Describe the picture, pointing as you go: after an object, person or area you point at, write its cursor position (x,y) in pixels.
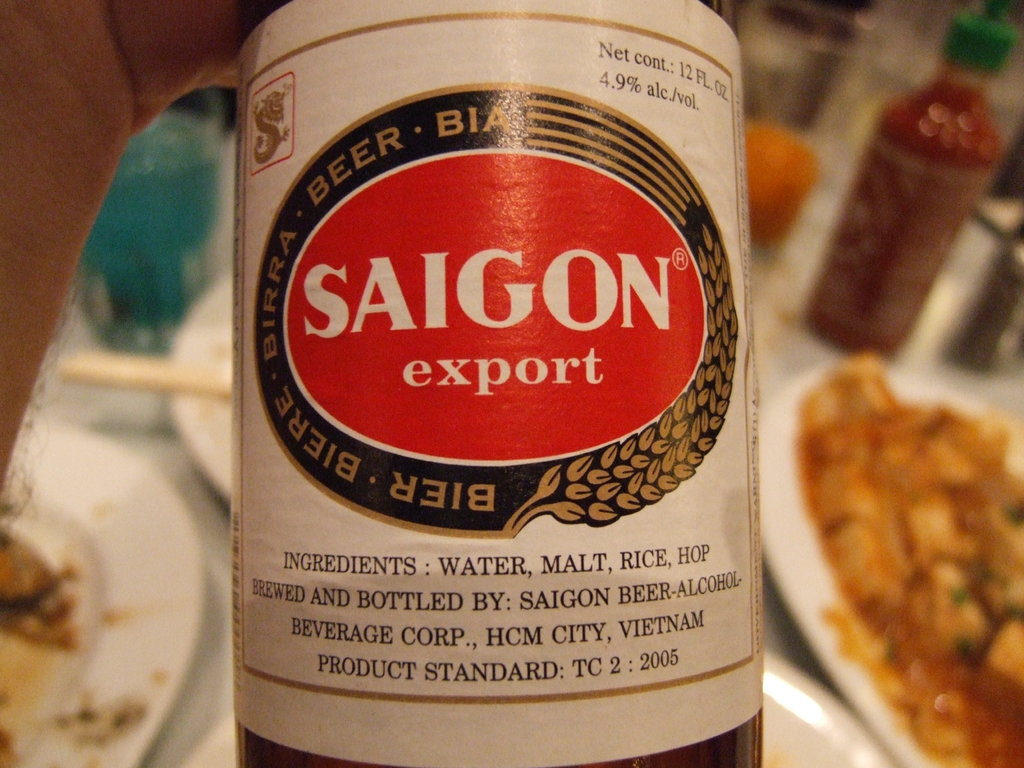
In this image i can see a glass bottle (273,0) and a sticker (387,252) attached to it. To the left top of the image (175,19) i can see a person's hand (110,87). In the background (158,140) i can see few glass bottles (993,147), few plates (134,537) and food items (974,697) in the plates (90,506).
